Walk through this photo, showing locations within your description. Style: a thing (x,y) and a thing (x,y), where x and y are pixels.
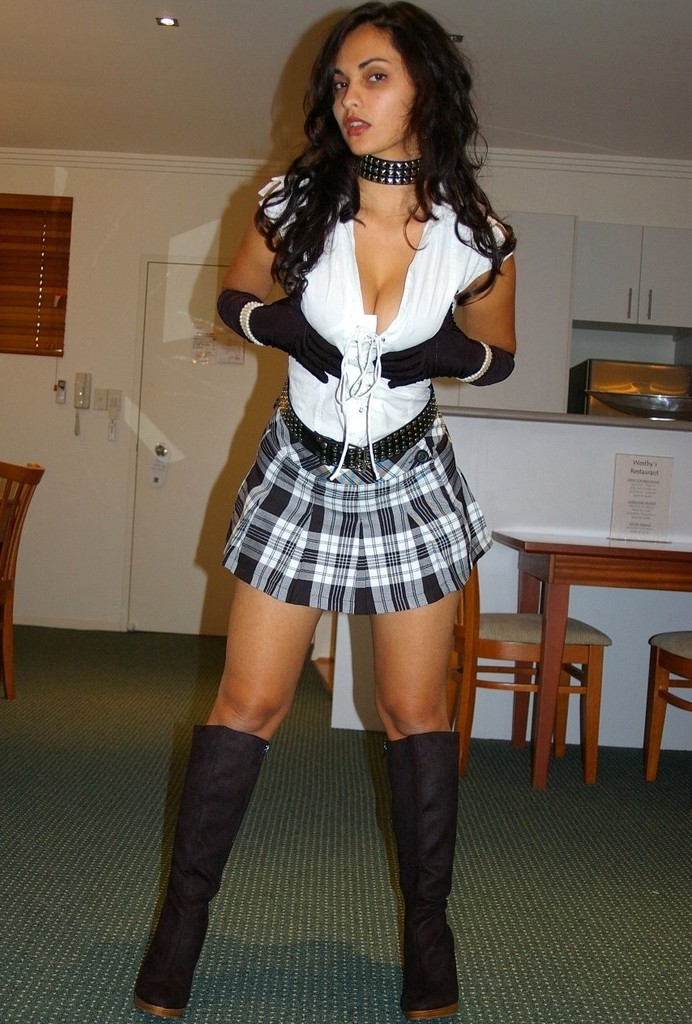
In this image we can see a woman (345,395) wearing white top (345,447) and skirt (398,530) is standing on the floor (331,878). In the background (668,664), we can see three chairs (672,673) and a table (530,570), a telephone (83,389) on the wall (132,386), cupboards (588,316) and the door (148,480).
